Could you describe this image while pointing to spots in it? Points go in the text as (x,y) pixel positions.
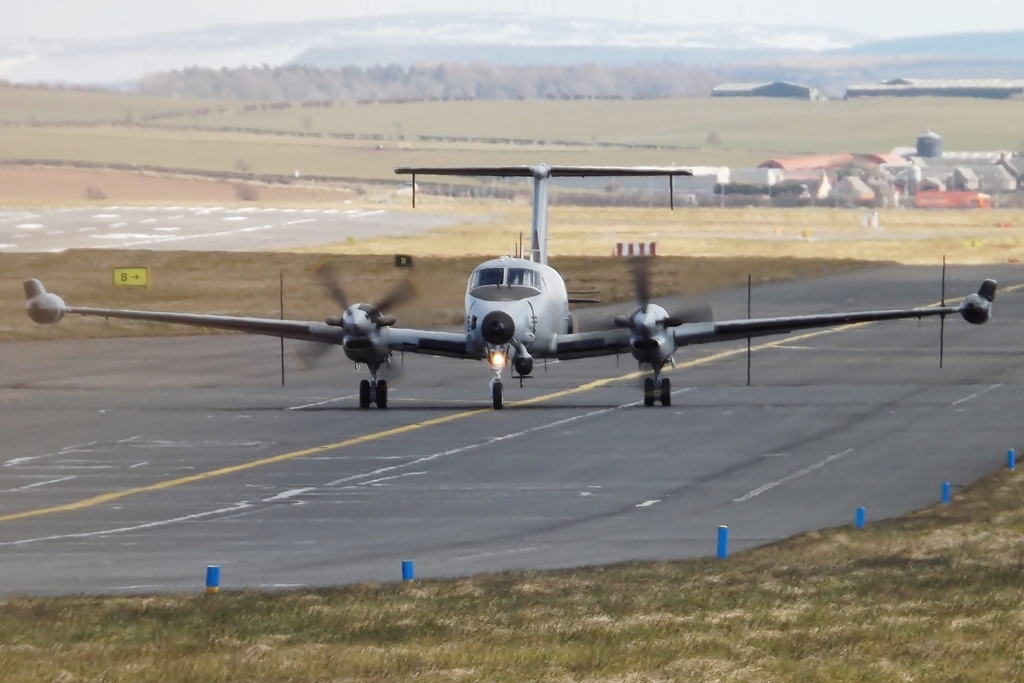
In this image, in the middle (477,346), we can see an airplane (412,334) which is moving on the road (509,387). On the right side (987,172), we can see some buildings (970,182). On the left side (68,150), we can also see a grass (78,152). In the background (404,64), we can see some trees (528,93), building (1015,86), mountains (561,26). At the top (94,37), we can see a sky (108,21), at the bottom (552,647), we can see a grass (908,647) and a road (168,522).
